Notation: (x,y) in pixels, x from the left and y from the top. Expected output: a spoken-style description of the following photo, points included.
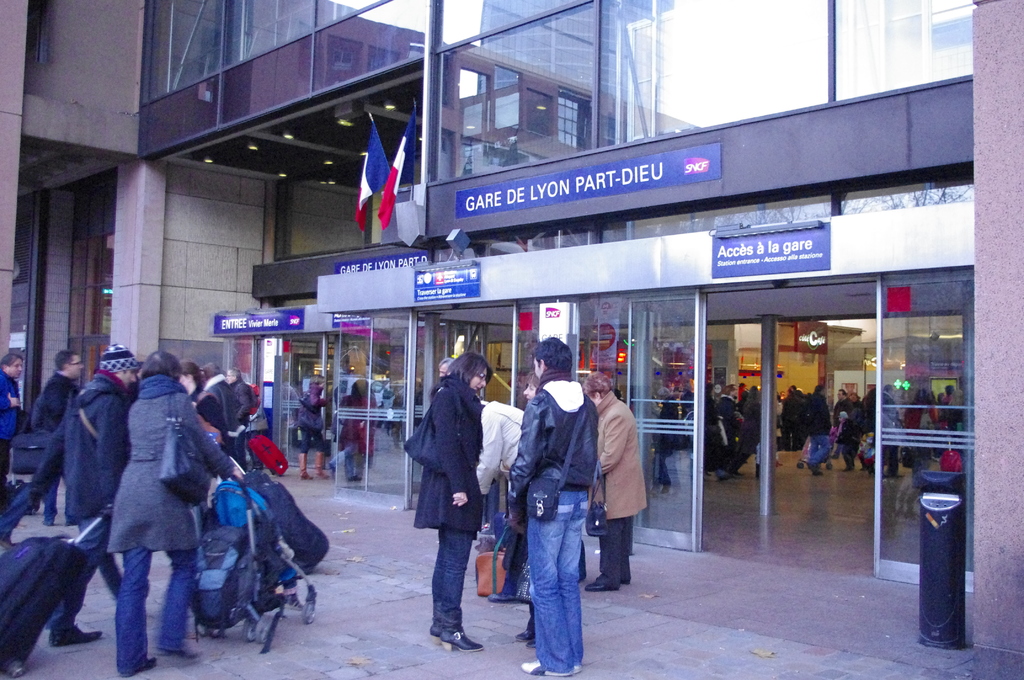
In this image I can see some people (568,501). In the background (784,159), I can see a building (509,238) with some text (728,246) written on it.
